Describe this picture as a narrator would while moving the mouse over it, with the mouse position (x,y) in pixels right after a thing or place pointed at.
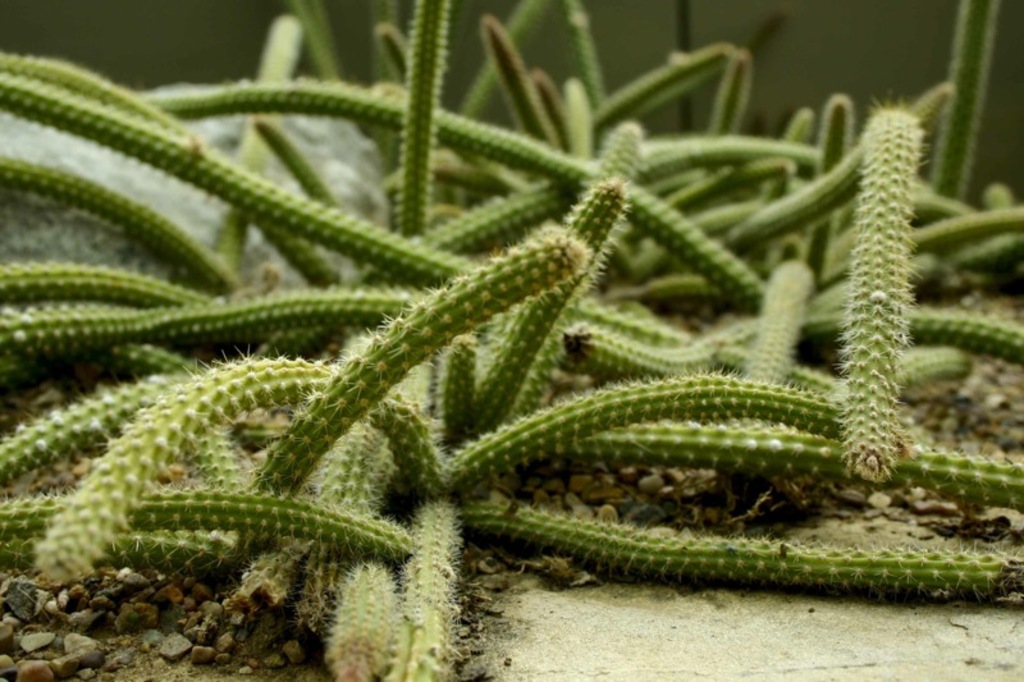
This image consists of cactus plants (438,261).
